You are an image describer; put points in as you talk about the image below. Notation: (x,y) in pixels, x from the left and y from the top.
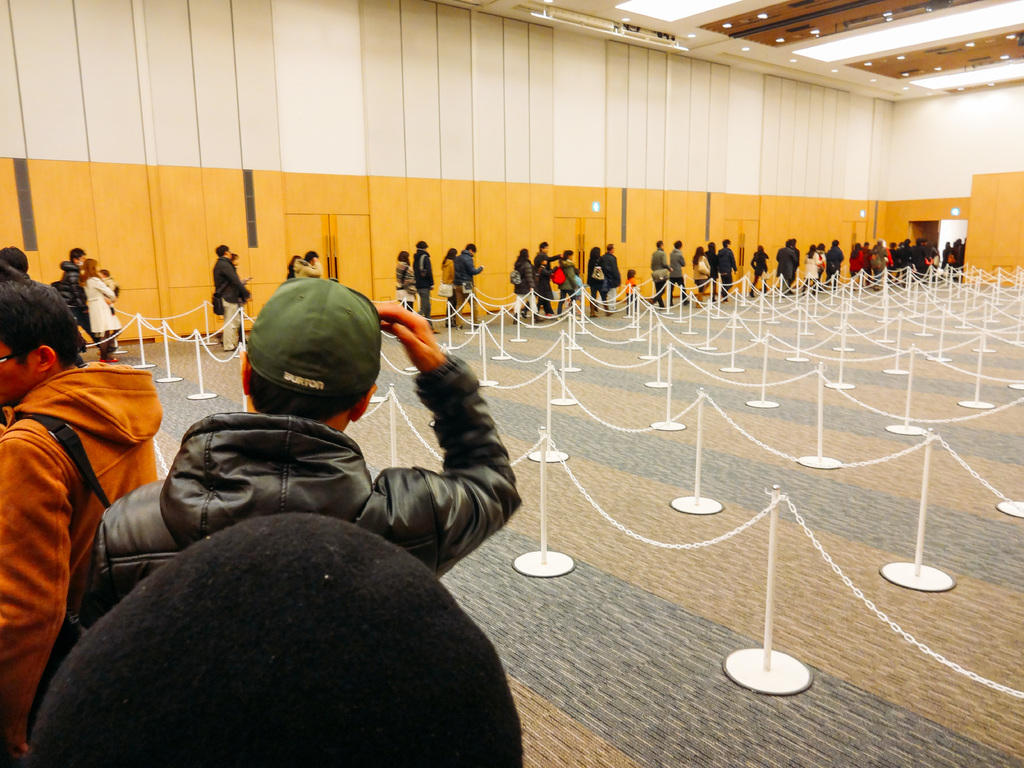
This image is taken from inside. In this image there are a few people (385,330) standing and few (959,260) are walking. On the right side of the image (818,395) there are a few stands (699,459) connected with chains (762,510). In the background (666,166) there is a wall (665,116). At the top of the image (895,43) there is a ceiling (768,49) with lights (927,35).
